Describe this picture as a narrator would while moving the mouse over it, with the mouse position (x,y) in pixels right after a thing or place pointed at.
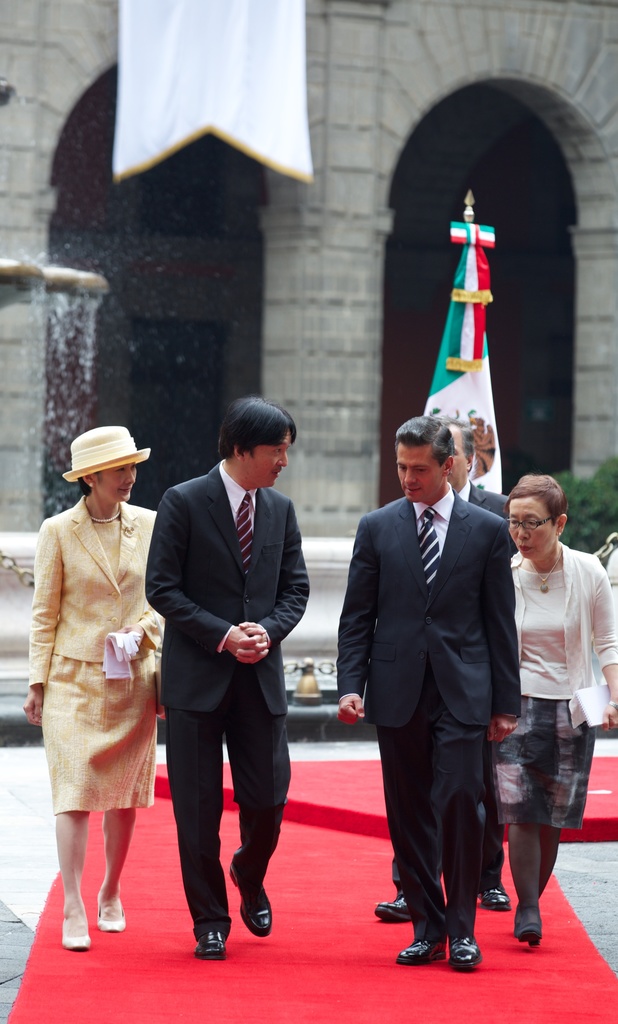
In this picture we can see five persons (467,639) are standing, in the background (366,157) there is a building (173,229), on the left side (97,368) we can see water (92,380), there is a flag (485,404) and a plant (580,529) in the middle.
